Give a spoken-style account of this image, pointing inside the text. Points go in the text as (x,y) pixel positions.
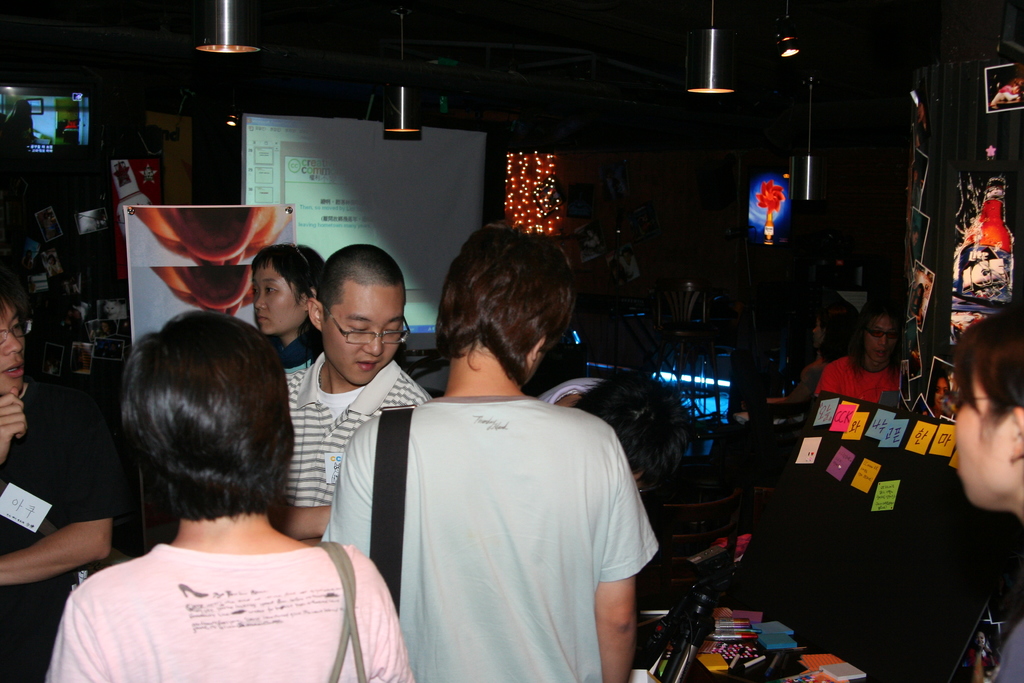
In this image there are some persons (439,525) standing in bottom of this image (618,528). There is a white color board (356,204) at top of this image (330,169) and there are some lights (696,63) are hanging at top of this image (227,40). There is one television (56,146) at top left corner of this image (68,138). There are some objects (717,658) kept at bottom right corner of this image (773,624).
